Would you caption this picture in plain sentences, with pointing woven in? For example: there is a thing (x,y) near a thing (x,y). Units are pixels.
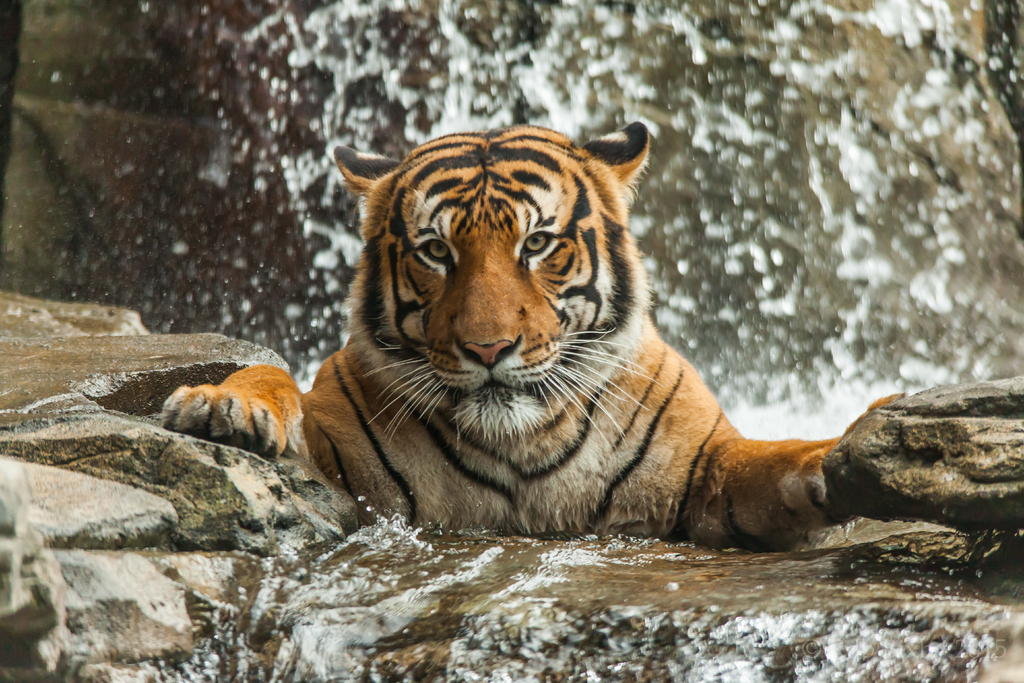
In this picture, there is tiger (549,402) staring and on the right side (876,464) there is a rock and at the bottom (577,593) there is water (377,610).
